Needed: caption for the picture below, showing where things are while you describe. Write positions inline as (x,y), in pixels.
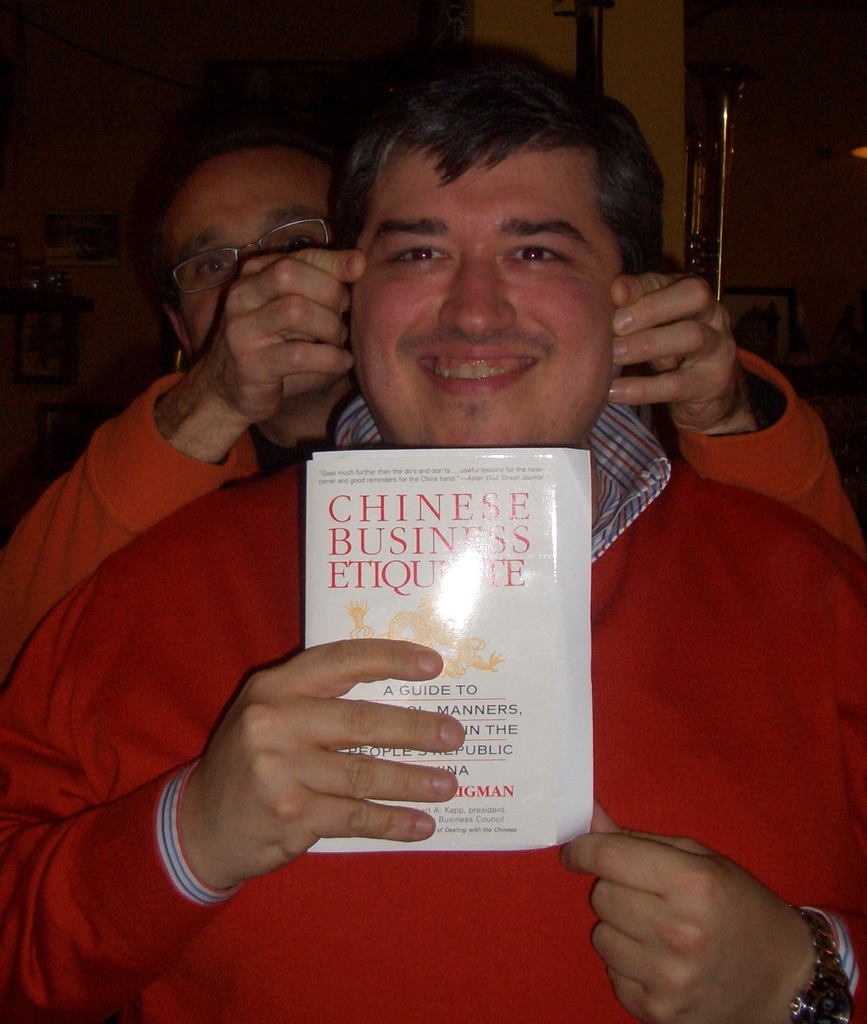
In this picture I can observe two men (245,345). One of them is holding a book (424,503) in his hand (370,665). The background is dark.
